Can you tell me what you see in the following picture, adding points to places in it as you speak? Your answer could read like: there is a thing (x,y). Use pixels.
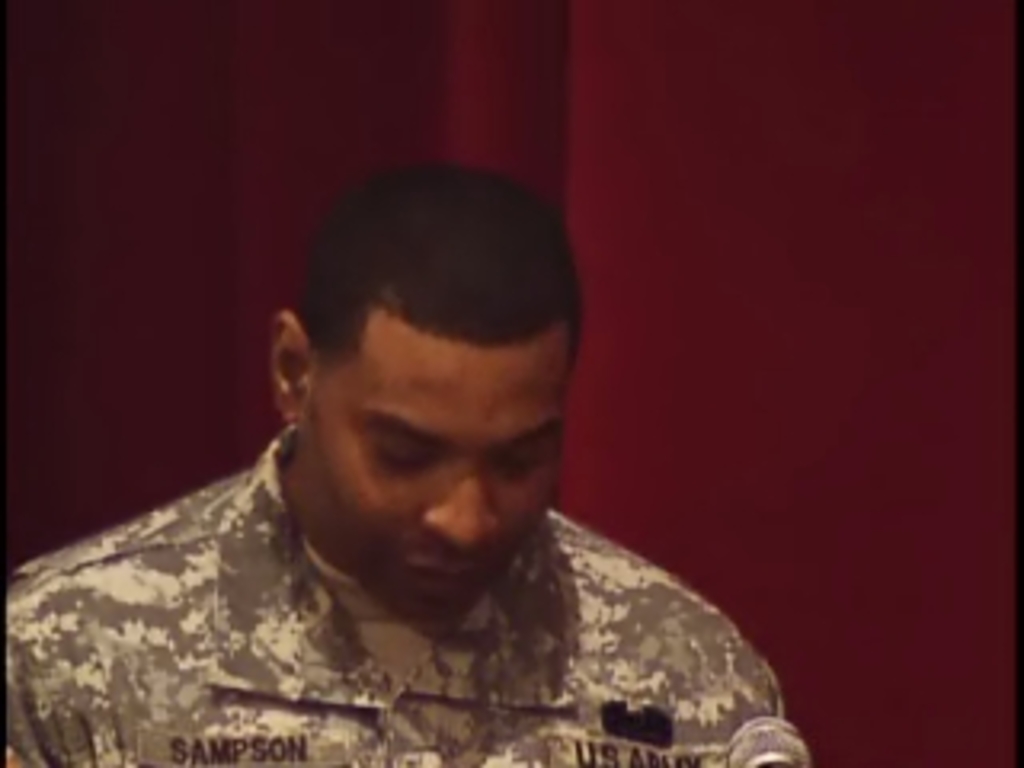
In the foreground of the picture (373,534) we can see a person (301,630) in army dress (233,662). In the background (254,109) it looks like a red colored curtain (778,200).
